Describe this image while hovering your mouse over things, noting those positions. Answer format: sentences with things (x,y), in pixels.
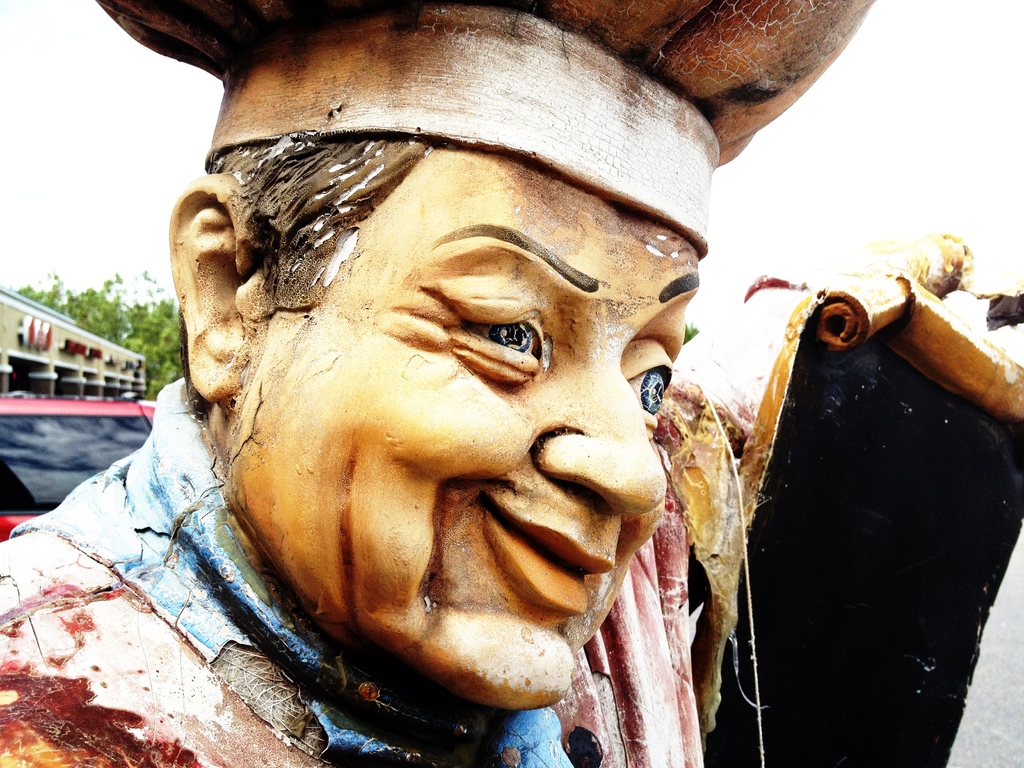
In this image I can see a sculpture of a man (624,368) in the front (452,509). On the left side of the image (3,311) I can see few trees (163,315), a building (7,347), a red colour thing (92,404) and the sky (135,267). On the right side of the image (793,370) I can see a black colour thing (814,469).
